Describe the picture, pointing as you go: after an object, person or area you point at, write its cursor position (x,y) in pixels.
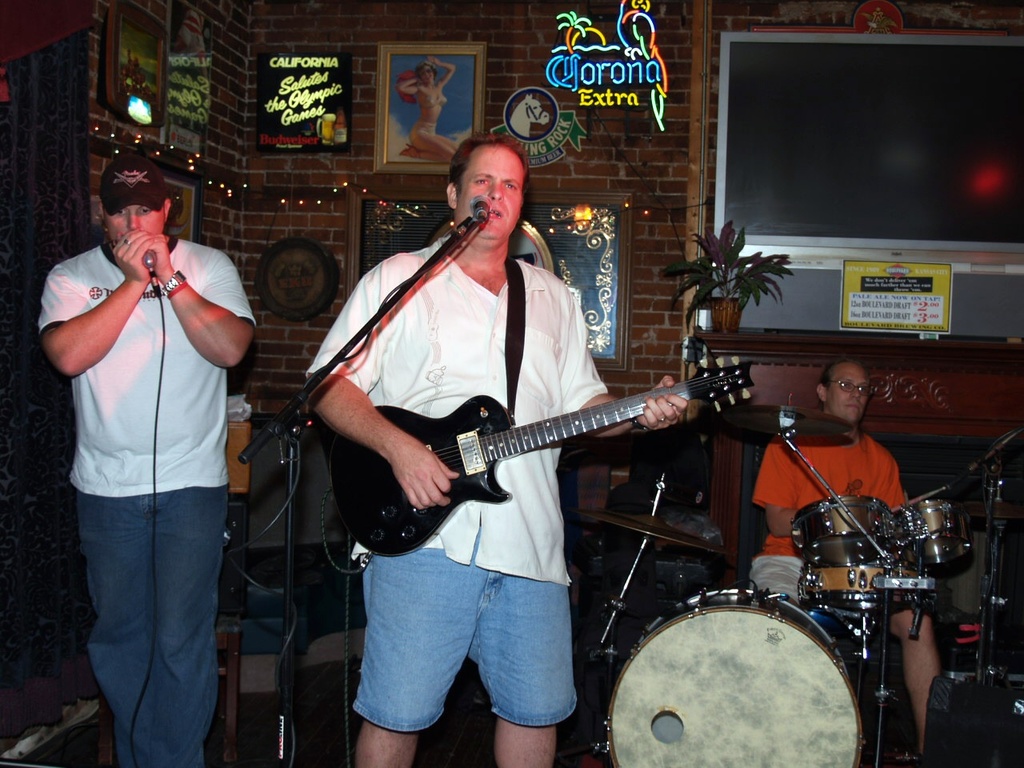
The image consists of a man (516,195) playing a guitar (593,423) and singing on mic (473,214) in the middle (475,289) and the right side guy (842,481) is playing drum (833,570) and left side guy (138,381) is singing on mic (147,264). This seems to be in a hotel (599,142) or a cafeteria (259,1), in background (422,108) there are many photographs (441,100).
